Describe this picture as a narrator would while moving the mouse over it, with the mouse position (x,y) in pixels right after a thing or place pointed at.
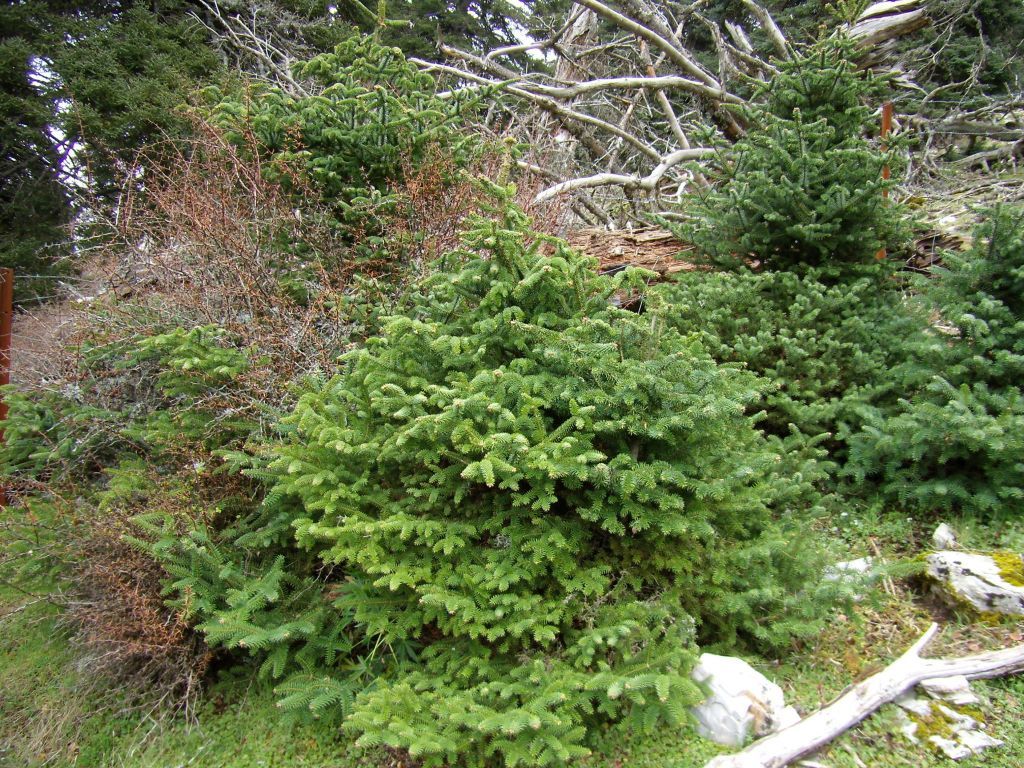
In this picture I can see many trees (341,225), plants (266,305) and grass (1001,759). In the bottom right corner (737,728) I can see some woods (1008,652) and stones (968,595). In the background (522,8) I can see the sky (511,23).
